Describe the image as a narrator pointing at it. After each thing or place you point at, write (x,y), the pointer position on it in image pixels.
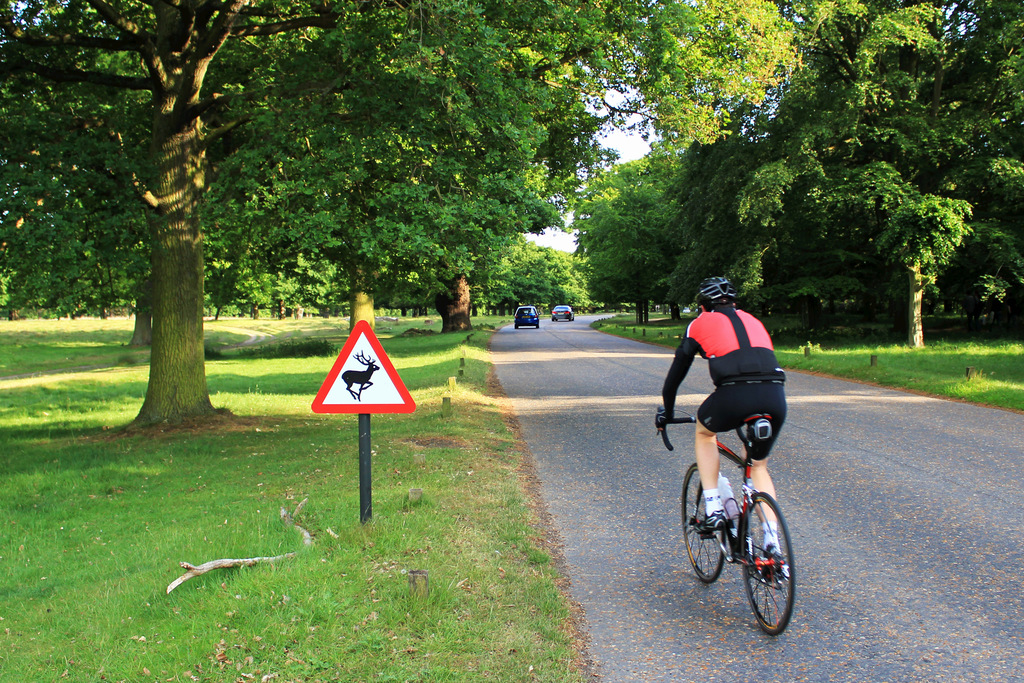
In this picture I can see a human (711,422) riding a bicycle (765,625) on the road (681,433). He wore helmet (712,289) on his head (732,286) and I can see few cars (567,312) moving on the road (548,330) and a sign board (366,411) on the side and few trees (433,218) on both sides of the road (536,338) and grass (363,530) on the ground (436,668) and a cloudy Sky (562,242).
